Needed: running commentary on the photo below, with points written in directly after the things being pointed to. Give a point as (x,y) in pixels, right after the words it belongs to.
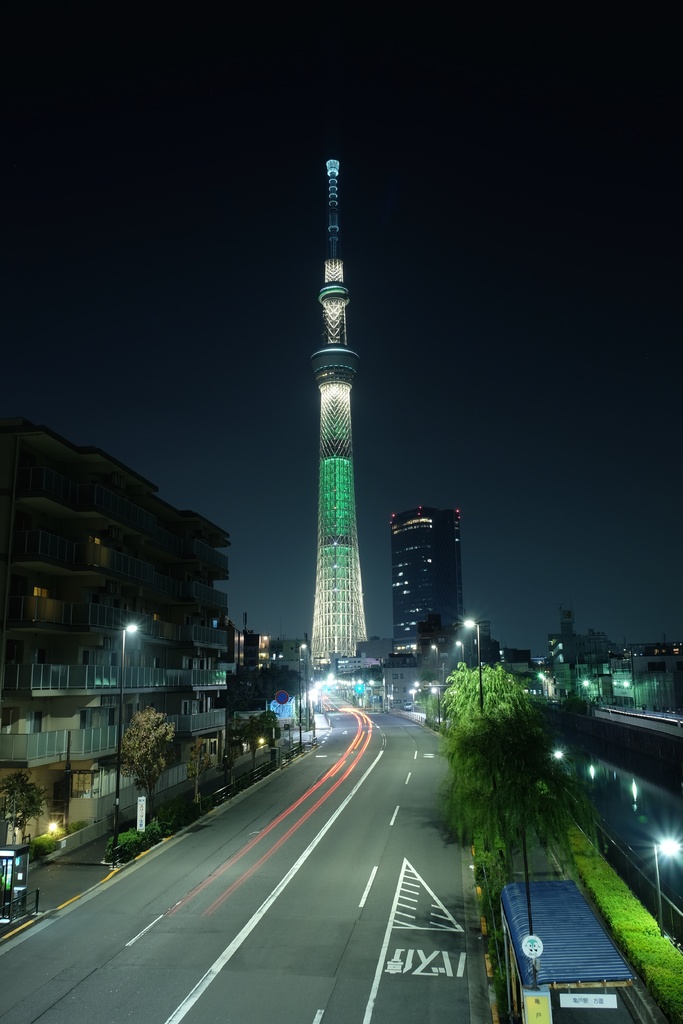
In the background of this image (342,622), there is a skyscraper (320,413), and at bottom (309,1007) there are trees (527,809), plants (635,937), poles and the road (277,955). On left (89,649), there is a building (136,570) and on right (617,804) there is water (616,761), building (613,680) and the sky (513,331).
